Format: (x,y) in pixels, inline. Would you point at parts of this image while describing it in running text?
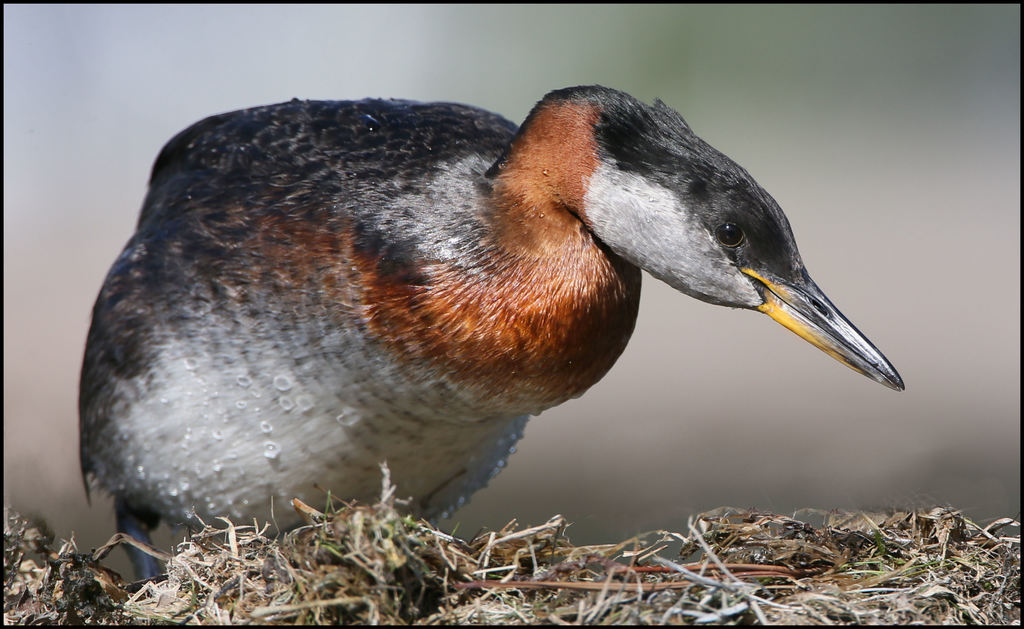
In this image there is a bird (404,305) standing on the dried grass (614,605), and there is blur background (1000,338).
